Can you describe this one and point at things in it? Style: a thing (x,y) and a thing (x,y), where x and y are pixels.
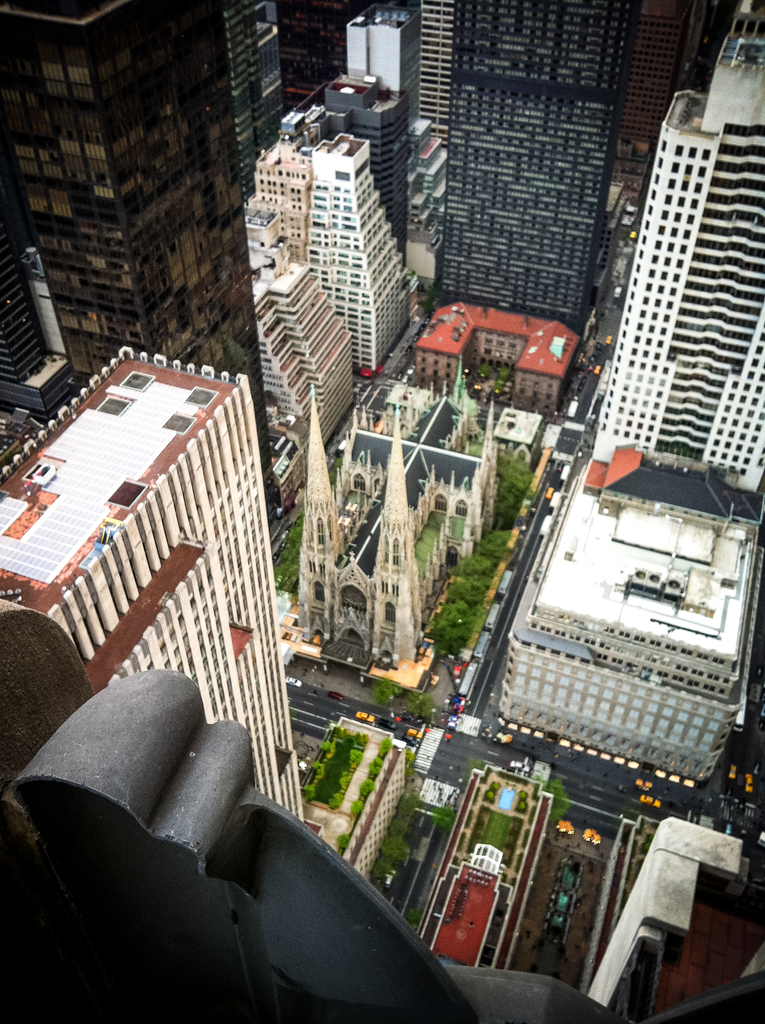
In this image we can see a top view of a street (538,487). There are many buildings (395,326), trees (506,472), roads (485,701) and vehicles (387,722).
